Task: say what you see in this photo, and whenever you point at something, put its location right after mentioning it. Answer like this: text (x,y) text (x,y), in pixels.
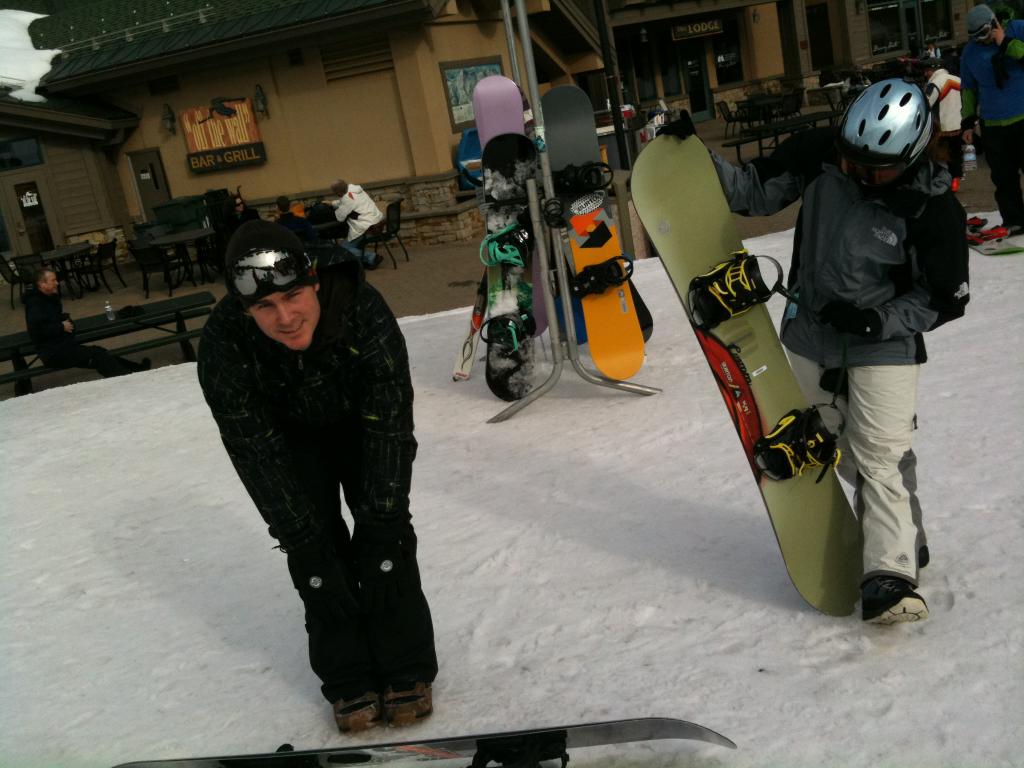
In this image we can see a man (395,473) standing on the snow (807,703), next to him we can see a person (901,315) holding a ski board (738,341). In the background (559,303) there are skiboards (618,322), people (952,89) and benches (162,308). There are people (363,257) sitting on the chairs (164,257) and we can see tables (83,323) and there are sheds (285,81). At the bottom (670,662) there is snow (646,594).
